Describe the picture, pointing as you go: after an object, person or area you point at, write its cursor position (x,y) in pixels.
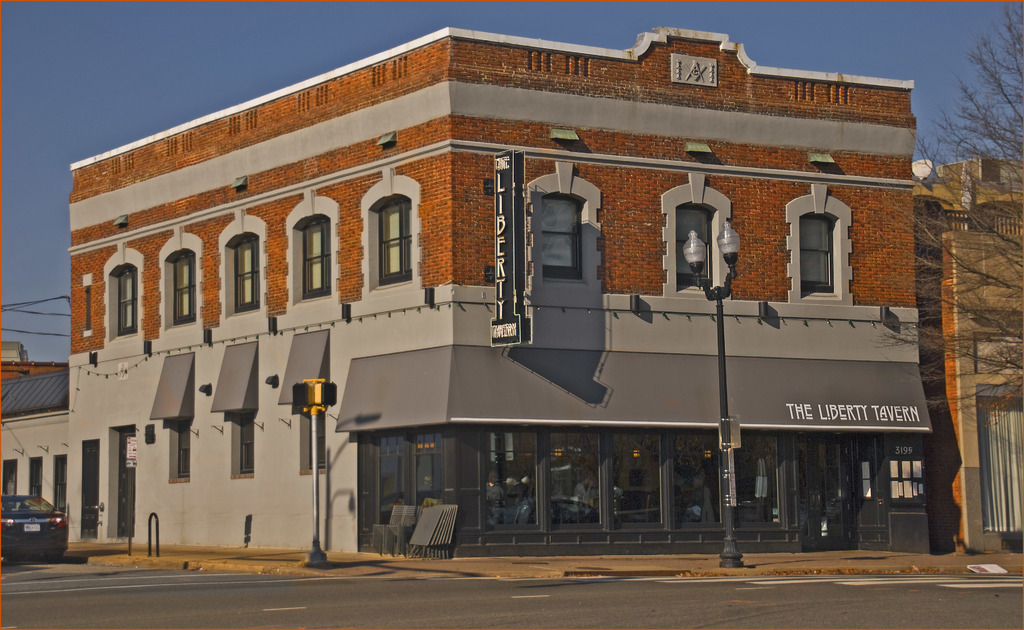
In this picture I can observe a building (369,236) in the middle of the picture (581,276). On the right side (725,406) there is a pole (720,348) to which two lights (692,254) are fixed. In the background (151,74) there is sky (402,14).
